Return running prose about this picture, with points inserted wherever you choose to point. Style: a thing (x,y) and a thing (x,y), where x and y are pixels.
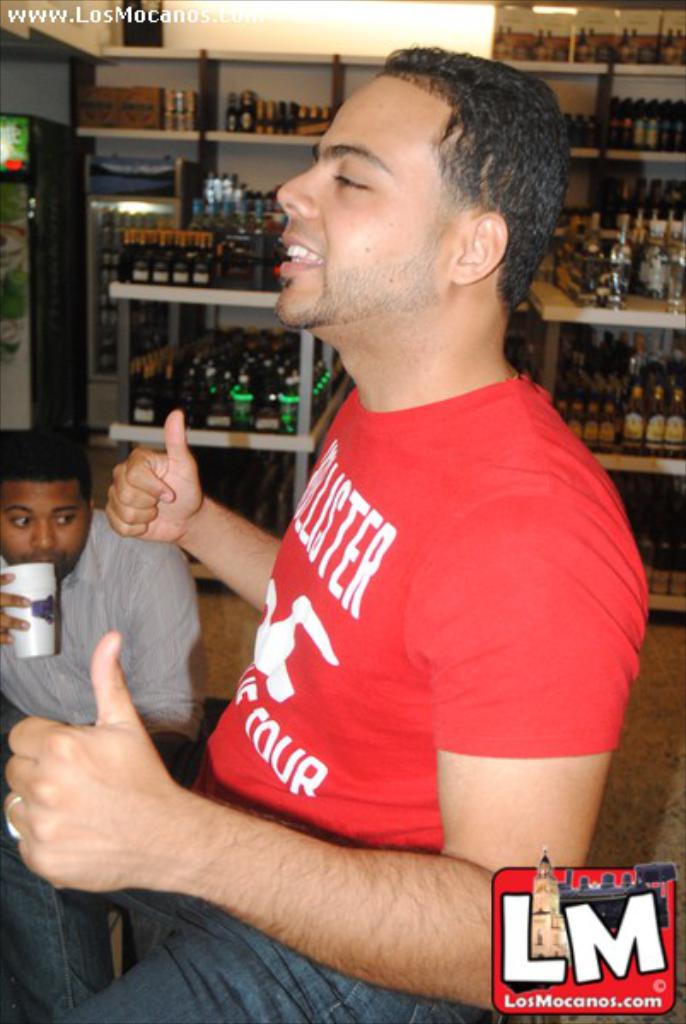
Here I can see a man (400,718) wearing red color t-shirt (325,660), jeans (109,1009), sitting facing towards the left side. On the left side (178,661) there is another person (83,583) holding a glass (30,589) in the hand (21,599). In the background (634,168) there are many bottles (662,394) arranged in the racks (634,87). In the bottom right (618,945) there is a logo (565,939).
